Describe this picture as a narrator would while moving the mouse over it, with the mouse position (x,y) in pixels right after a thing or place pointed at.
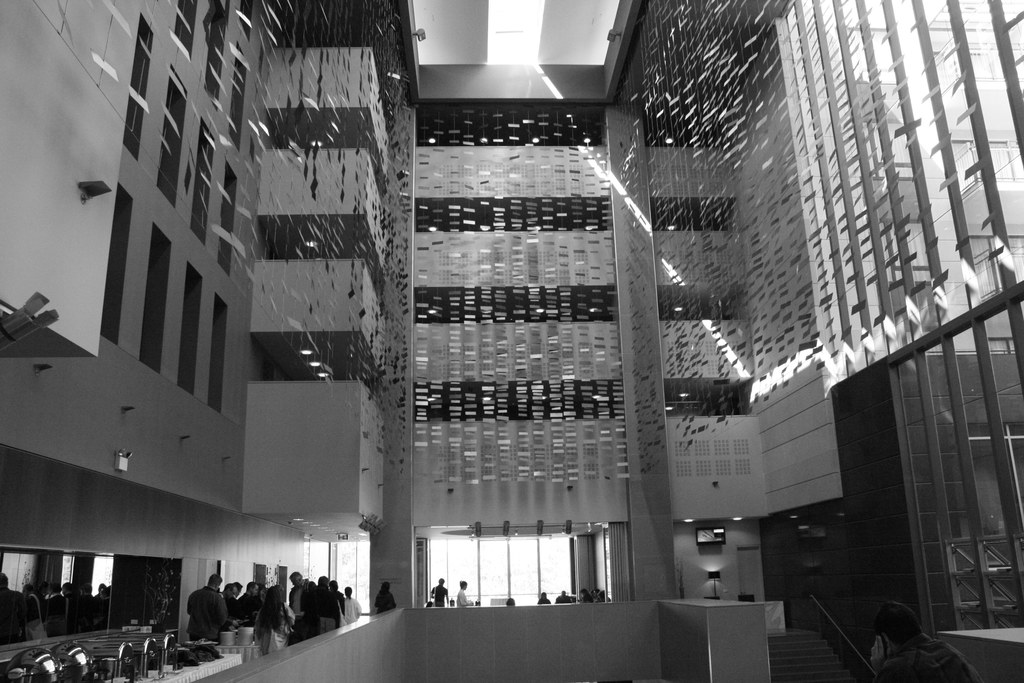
In this image there are some persons (299,608) standing in the bottom of this image (312,620) and there is a building (461,430) in the background (489,461).
